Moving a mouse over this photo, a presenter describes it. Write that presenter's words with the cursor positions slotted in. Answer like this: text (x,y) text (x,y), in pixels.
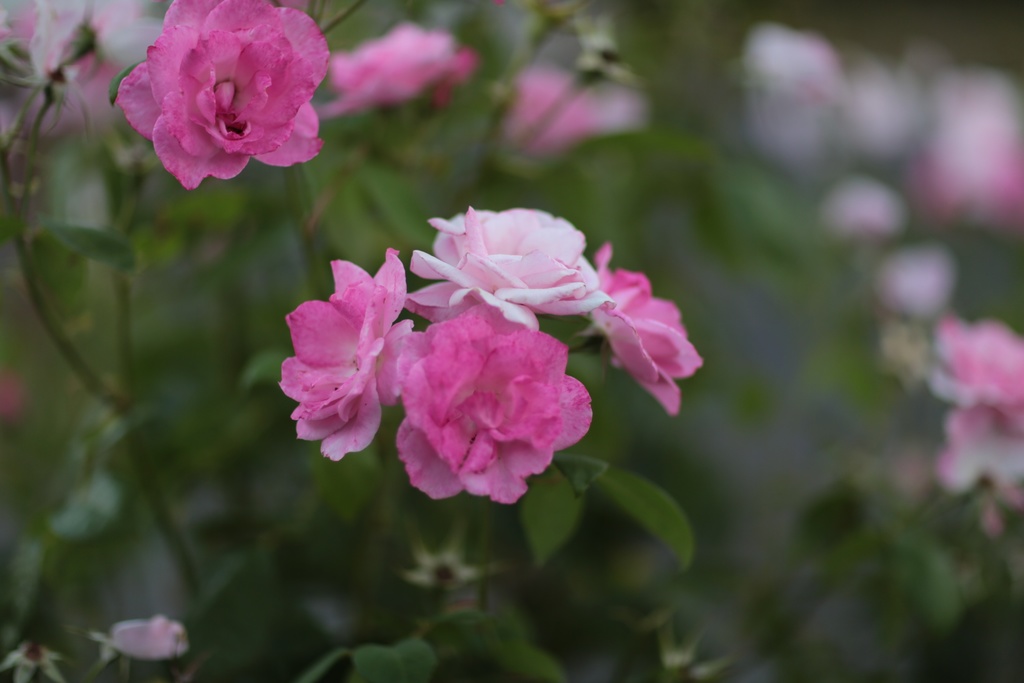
In this picture we can see flowers (350,288), leaves (580,467) and in the background (793,332) we can see it is blurry.
